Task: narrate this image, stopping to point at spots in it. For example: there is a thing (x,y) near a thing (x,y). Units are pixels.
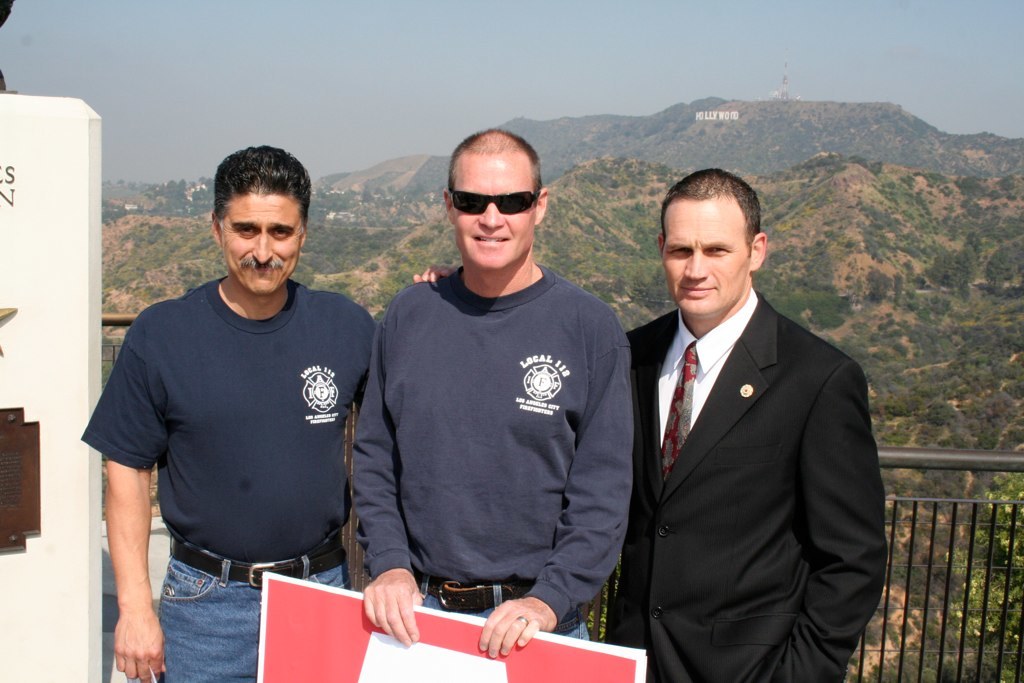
In the picture we can see three men (664,618) are standing together and one man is holding a board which is red in color and beside them, we can see a white color wall (42,393) and behind them, we can see a railing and far away from it, we can see hills (798,226) covered with plants (794,214) and behind it also we can see a hill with a name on it as HOLLY WOOD and on the top of it we can see a tower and a sky (772,63) behind it.
